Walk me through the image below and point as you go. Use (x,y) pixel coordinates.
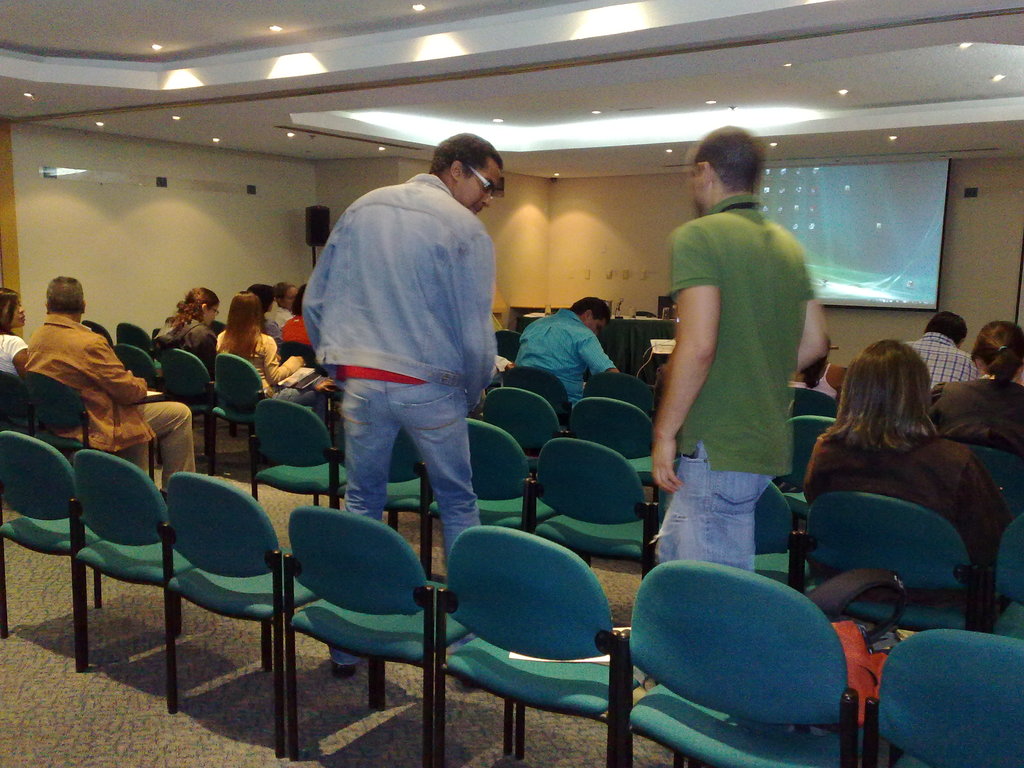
There are few people (284,308) sitting on the chairs (218,365) and two people (363,339) are standing. These are the empty chairs (468,566) which are green in color. This looks like a bag (840,633) placed on the chair (791,668). This is a screen (858,257). These are the ceiling lights (619,134) attached to the rooftop (260,135). I think this is the speaker (325,230) which is black in color. Here I can see a table (630,331) covered with a cloth (641,334) with few objects (637,315) on it.
